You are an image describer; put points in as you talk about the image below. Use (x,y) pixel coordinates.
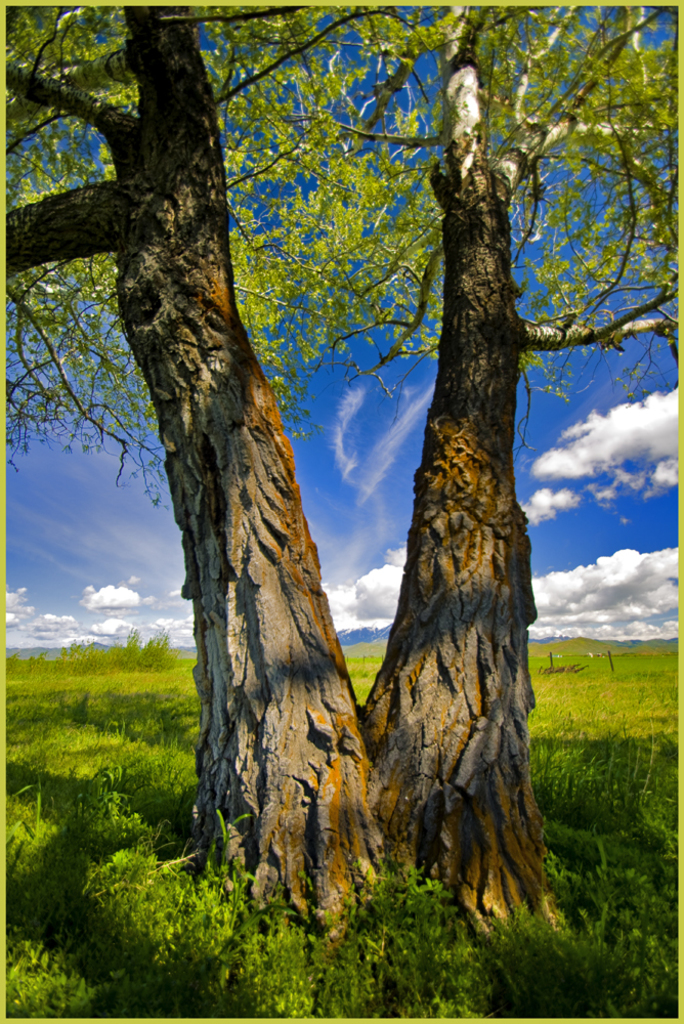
In this picture we can see some grass (222,917) on the ground (558,677). There are a few trees (493,502), some objects (581,669) and the cloudy sky (560,515).
